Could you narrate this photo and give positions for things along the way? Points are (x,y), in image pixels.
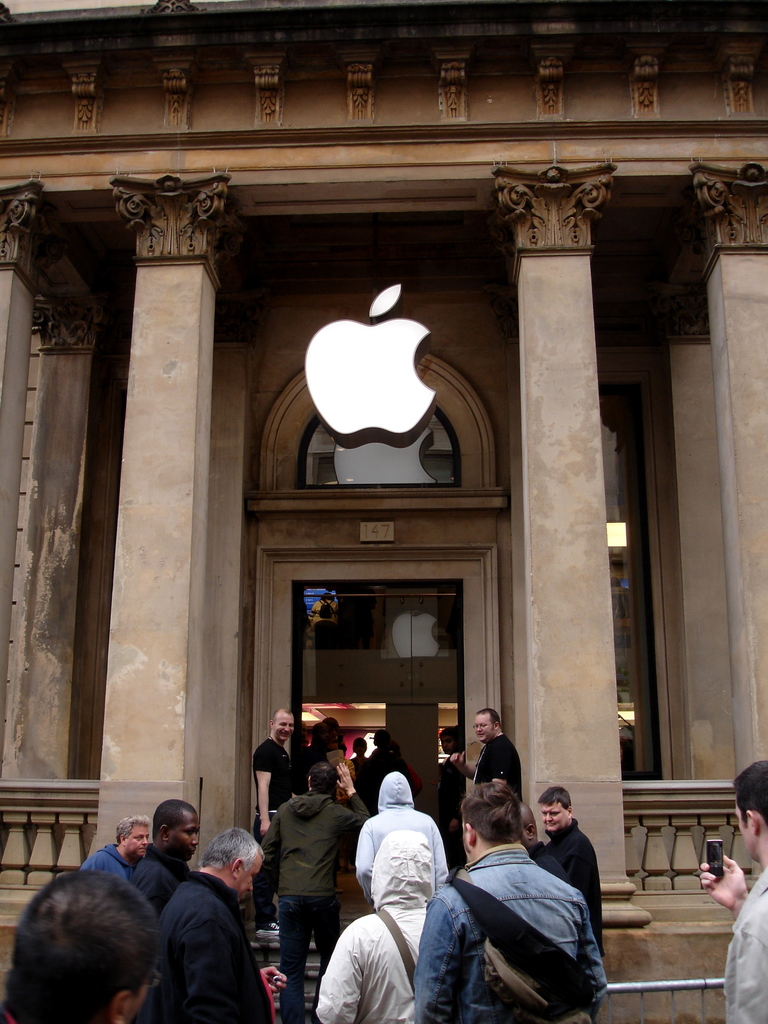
In the center of the image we can see a few people (276,870) are standing and few people (243,881) are holding some objects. And we can see a few people (400,865) are wearing backpacks (453,881) and few people (446,892) are wearing jackets (328,853). In the background (493,364) there is a building (560,216), wall (684,189), logo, pillars (681,284), lights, fences (645,899), few people (320,619) are standing and a few other objects (429,590).
